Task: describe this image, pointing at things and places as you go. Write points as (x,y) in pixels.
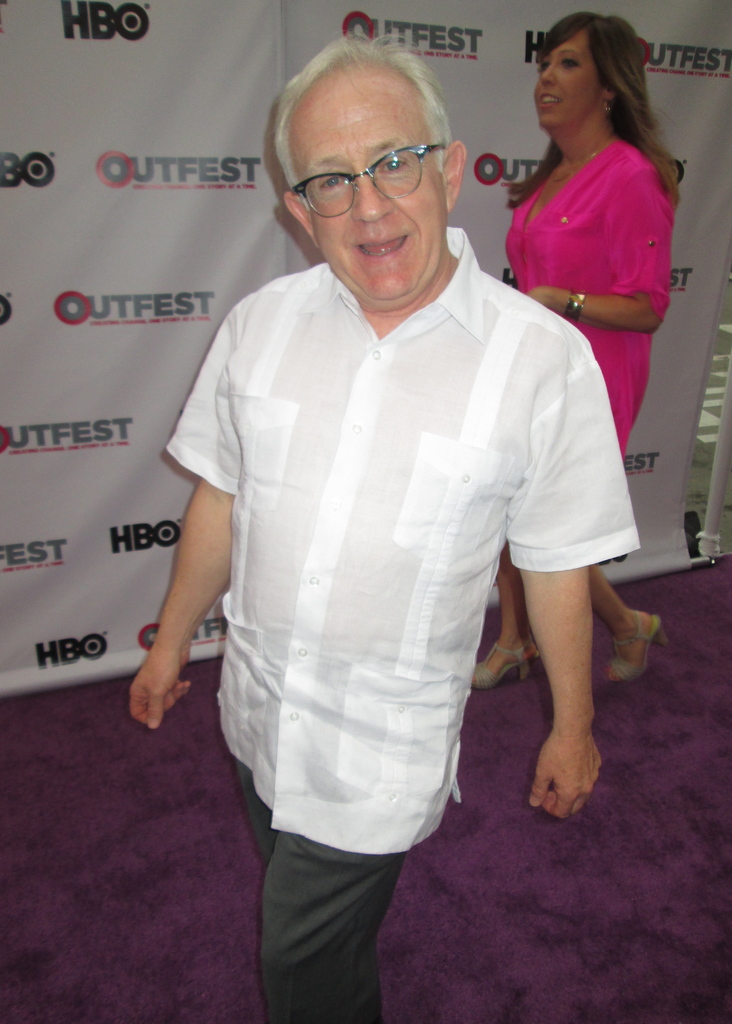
In this picture there is a old man (401,523) wearing white shirt (372,596) is standing and there is a woman (553,268) standing behind him and there is a banner (240,81) which has something written on it in the background (223,59).
